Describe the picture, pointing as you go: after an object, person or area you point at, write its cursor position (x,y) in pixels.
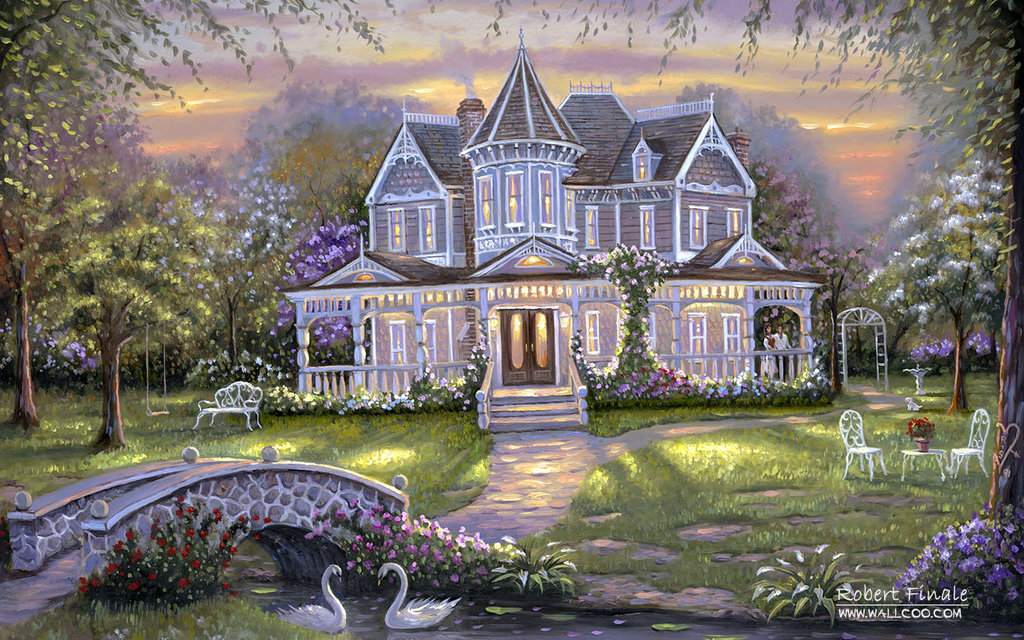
This image looks like a painting. In which there is a house (494,255) and a garden (653,507). To the right (906,455), there are chairs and a table (929,475). To the left (297,559), there is a small bridge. At the bottom (338,627), there are swans (405,621). In the background (48,246), there are trees (43,273).
